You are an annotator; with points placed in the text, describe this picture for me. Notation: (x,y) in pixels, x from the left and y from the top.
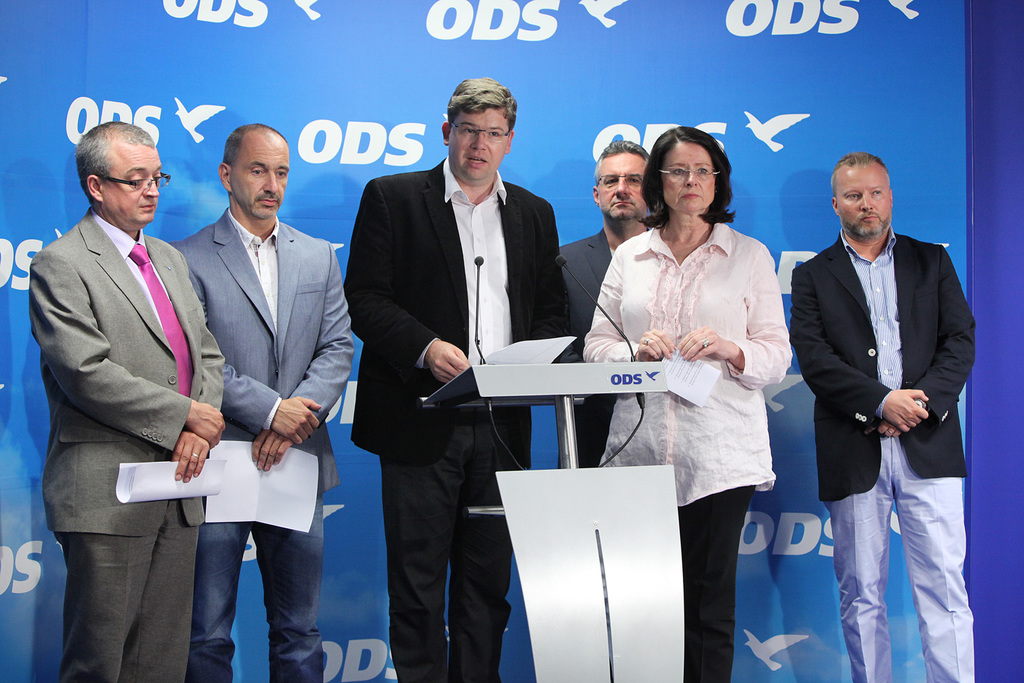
In this picture we can see a few people (489,501) holding papers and standing. There is some text (823,550) and images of birds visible on a blue background (627,43).
